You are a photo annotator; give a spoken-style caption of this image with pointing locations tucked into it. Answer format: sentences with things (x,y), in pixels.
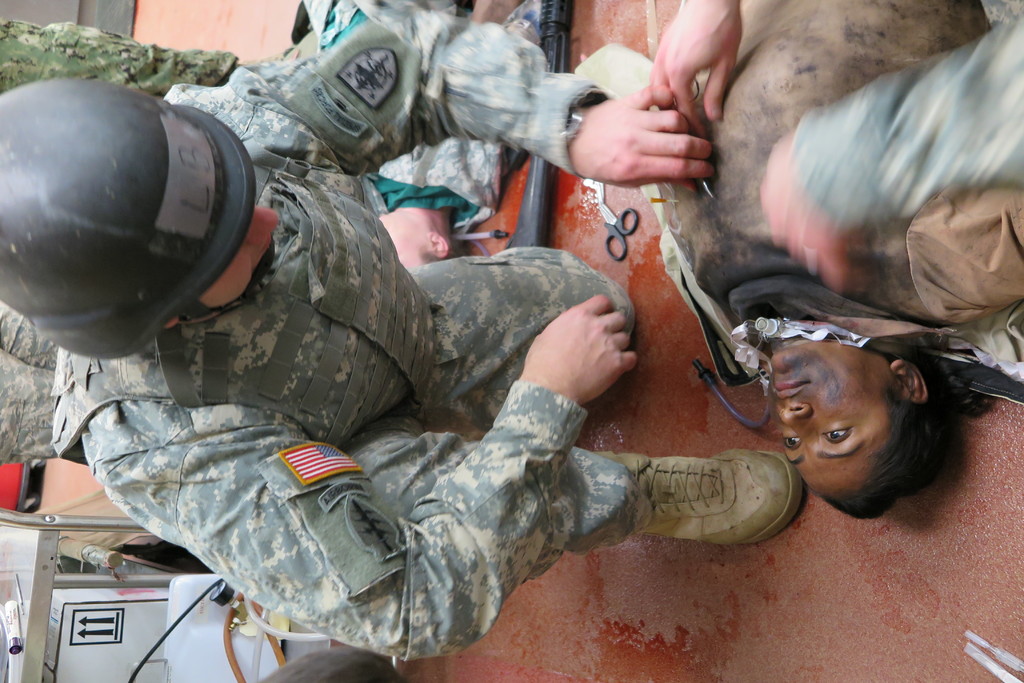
In this picture we can see two persons (455,187) lying and another person (462,407) is in a kneeling position on the floor (538,582). On the floor (571,591), there is a scissors (620,232) and some objects (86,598). In the top right corner of the image (805,143), there are hands (694,24) of a person (707,84). On the left side of the image (111,300), those are looking like people (24,389). In the bottom left corner of the image (121,572), there are some objects (99,591).
